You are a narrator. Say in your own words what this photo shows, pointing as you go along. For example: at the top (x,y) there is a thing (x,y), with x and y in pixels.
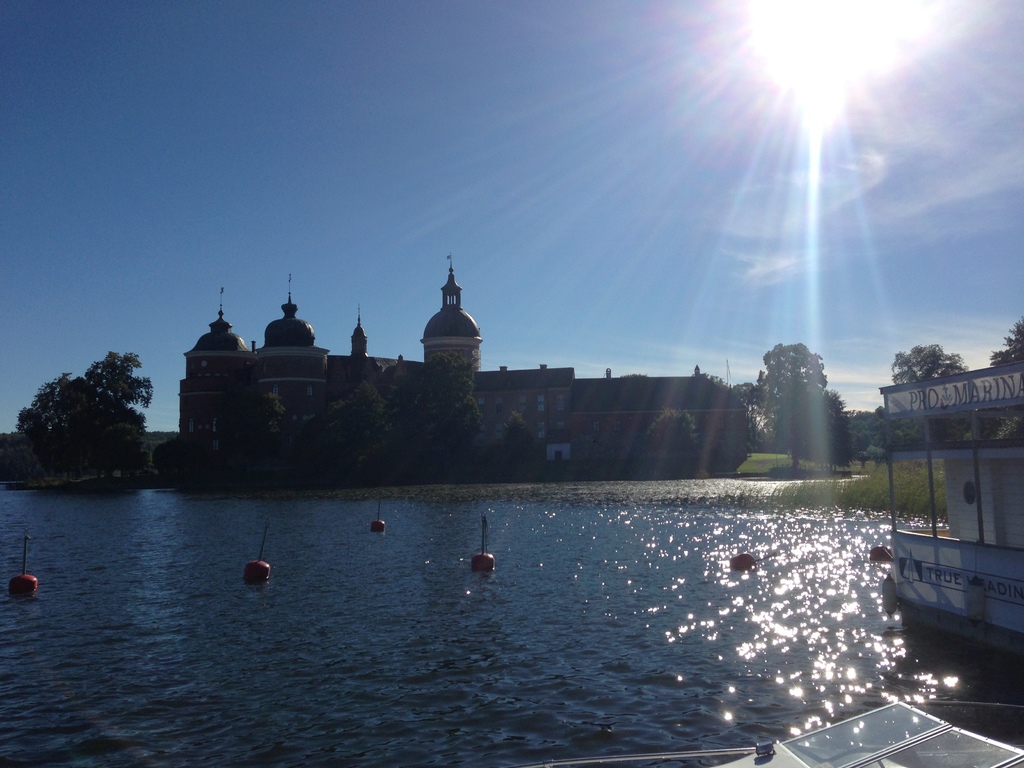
In this image I can see building (490,394), trees (93,390), grass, water (679,494), and in the bottom right corner (965,589) it looks like a boat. And at the bottom of the image (857,723) there is some object (854,742). Also in the background (782,248) there is sky (699,103) and sun (796,99).
